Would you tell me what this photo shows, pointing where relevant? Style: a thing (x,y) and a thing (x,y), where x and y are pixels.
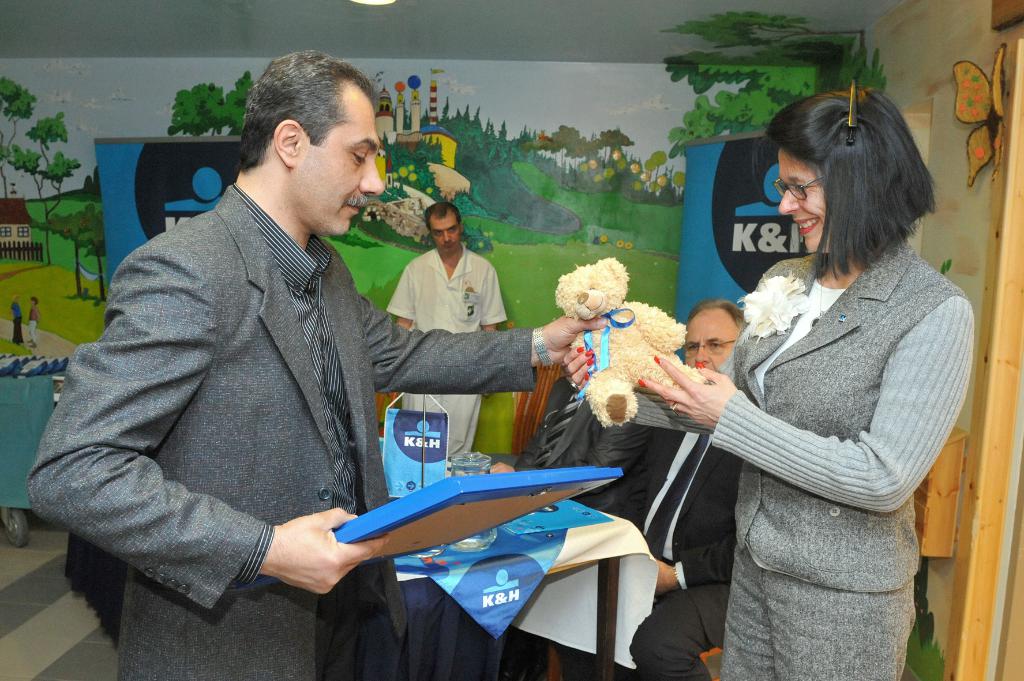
In this image we can see some people (539,426) on the ground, two men (633,451) are sitting on chairs (531,411). One man (259,487) is holding a frame (429,520) and a doll (610,353) in his hands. In the center of the image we can see a vessel (495,529) and some papers (527,529) placed on the table (542,543). In the background (717,112), we can see paintings (706,104) on the wall (690,106), banners (773,194) with some text (175,229) and container (24,452) placed on the surface (93,630).
